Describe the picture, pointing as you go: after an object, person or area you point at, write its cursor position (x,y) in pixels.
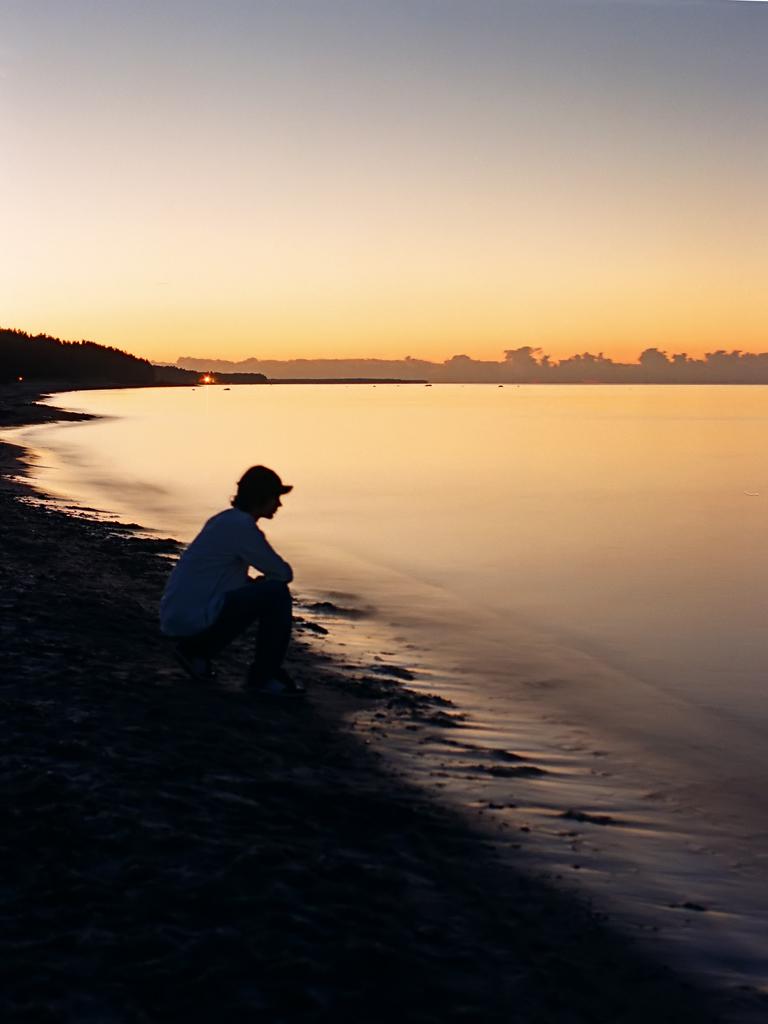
In the picture I can see a person (221,523) in the squat position is sitting on the sand (250,724) and he is in the dark. Here I can see water (508,429), trees (121,376) and the plain sky (282,328) in the background (295,267).
